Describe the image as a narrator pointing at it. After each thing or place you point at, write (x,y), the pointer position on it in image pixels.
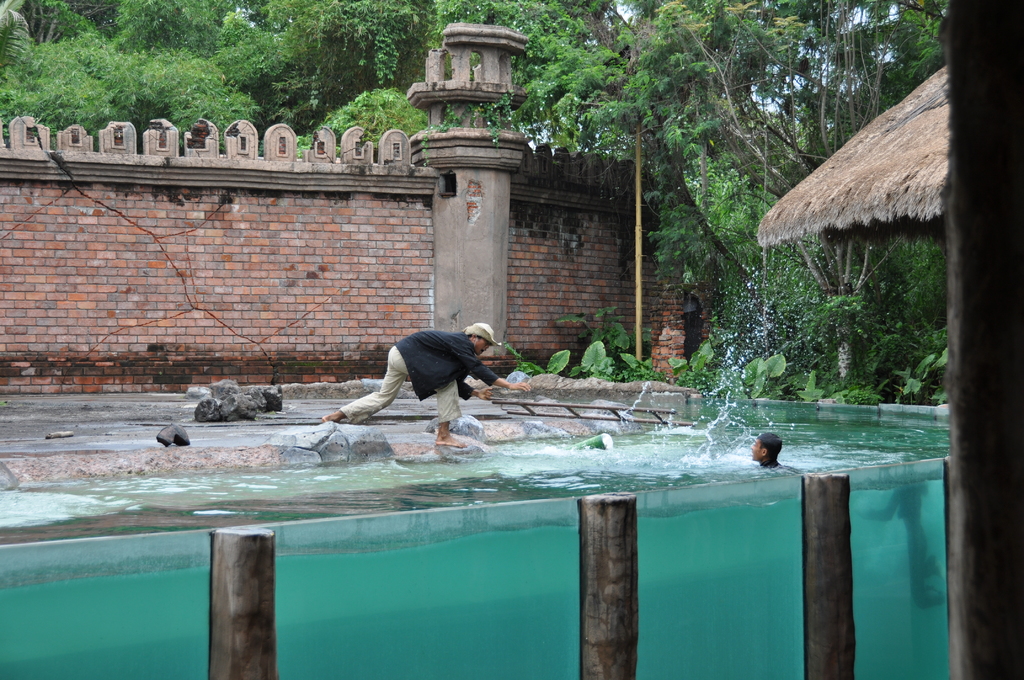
In this image we can see a person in swimming pool (563,464) and there is another person (421,369) standing wearing black color dress (437,384) and in the background of the image (53,231) there is a wall (475,263) and there are some trees (46,80).
